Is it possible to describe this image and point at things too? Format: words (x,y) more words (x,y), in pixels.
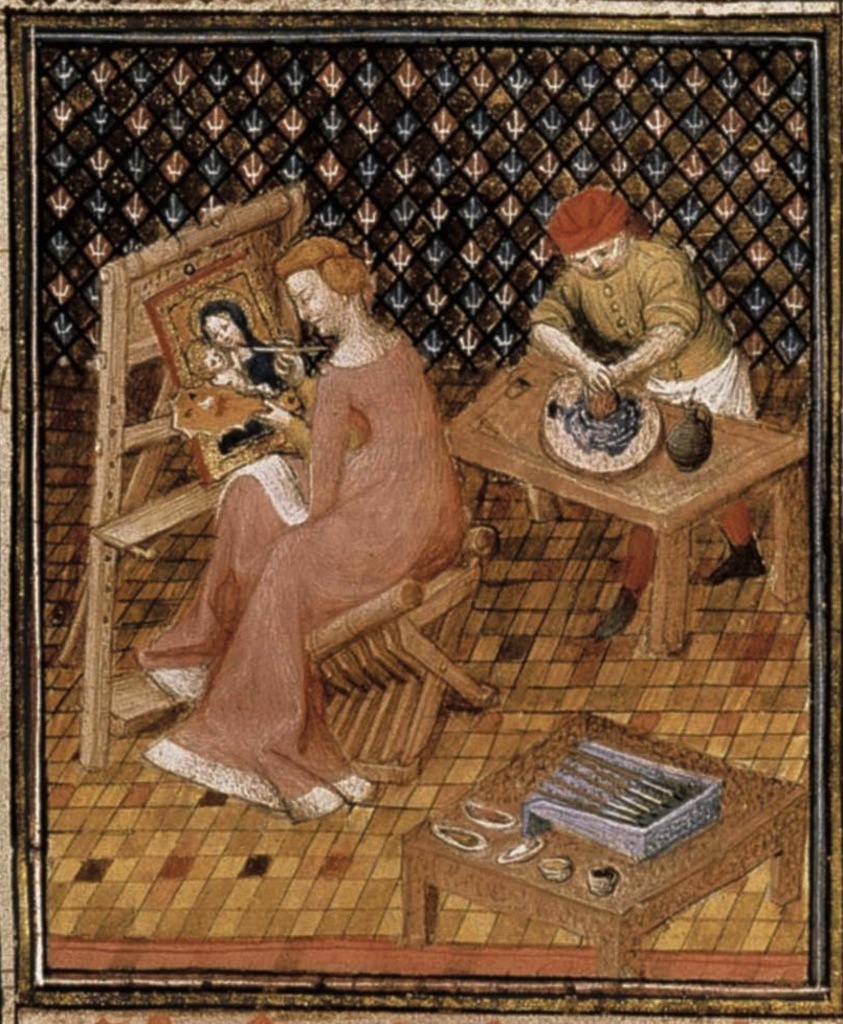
In this image, we can see a painting (410,341) of some people (391,413), tables (542,478) and some other objects (594,804).
